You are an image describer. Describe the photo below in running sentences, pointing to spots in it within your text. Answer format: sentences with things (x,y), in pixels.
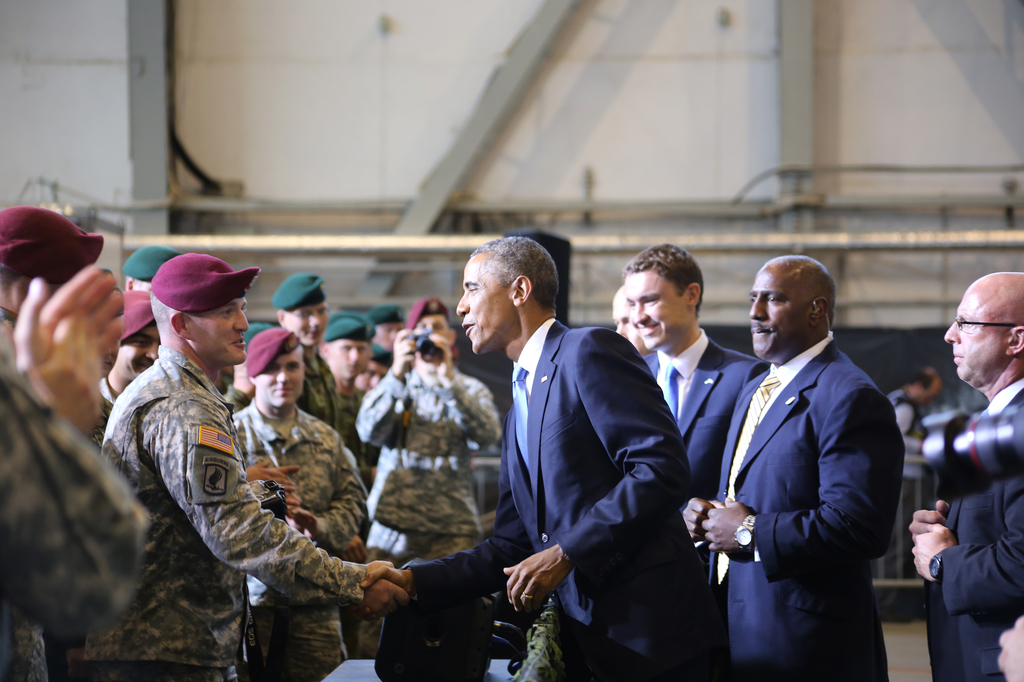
In this image, I can see a group of people (576,333) standing. I can see two people (578,516) handshaking each other. At the bottom of the image (408,642), I can see a bag (446,628) on the table (348,670). In the background (159,199), I think this is the wall (91,137) and the pipes (970,168).
